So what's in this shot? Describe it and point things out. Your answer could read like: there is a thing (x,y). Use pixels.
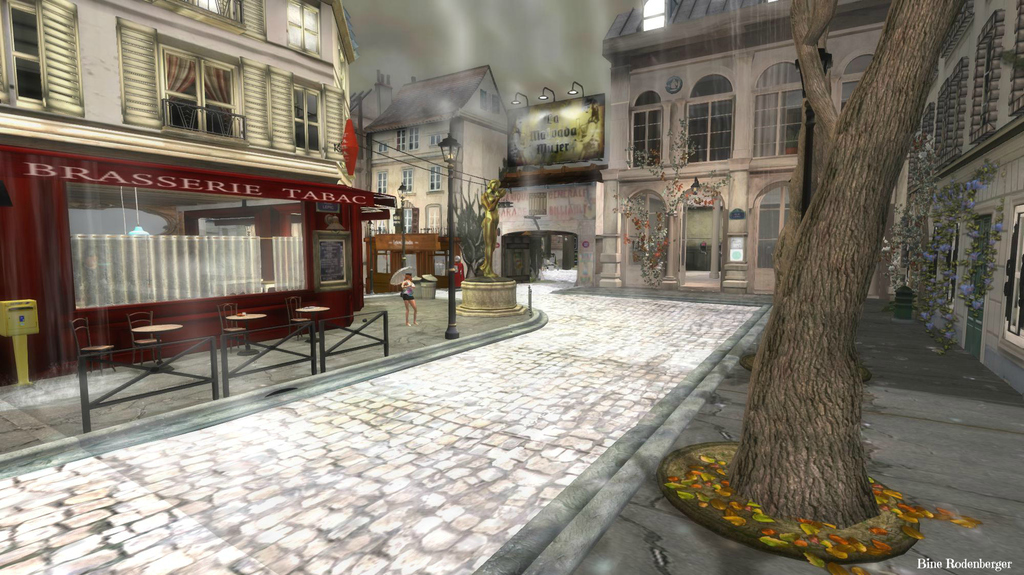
In this image we can see an animated picture of few buildings (122,141), a person (404,293) holding an umbrella (399,272), there are few lights (452,245), trees (845,243), tables (243,351) and chairs (241,329), railing (174,340), a board (559,121), a yellow color object (20,306) near the building (40,315).
